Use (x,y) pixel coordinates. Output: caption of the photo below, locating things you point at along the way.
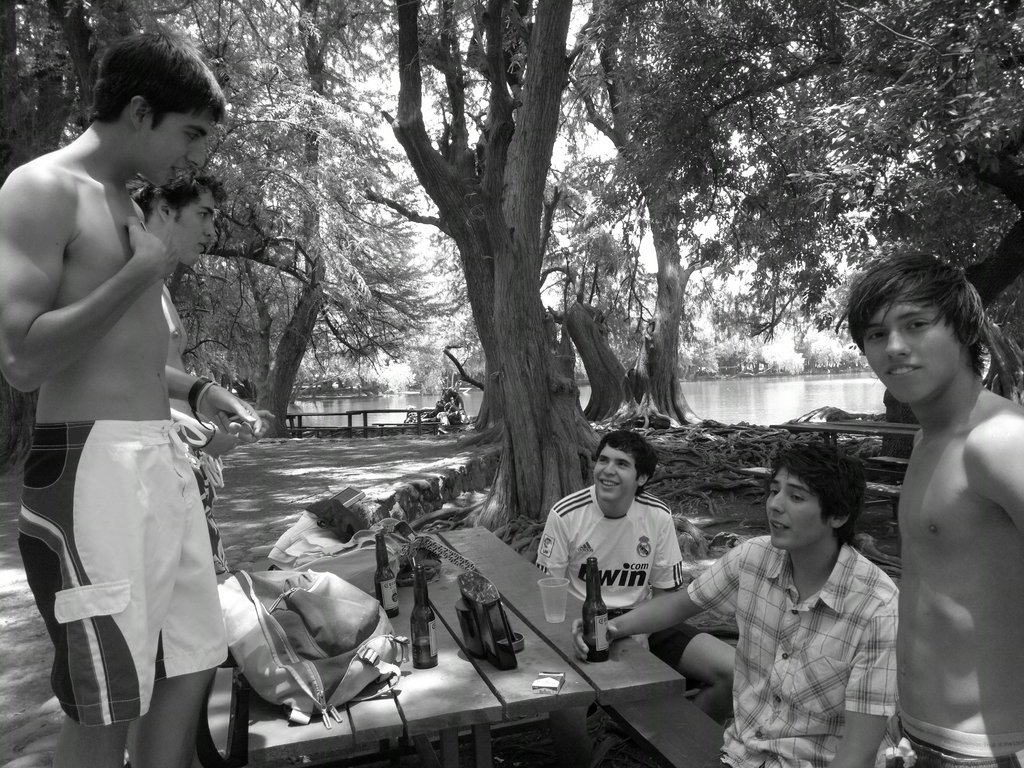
In this image I can see there are persons (611,566). And there is a table (531,608) in front of them. On the table (526,650) there are bottles (432,659) and a bag (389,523). And at the back (453,326) there are trees (437,293) and benches (419,422). And there is a water (792,388).
